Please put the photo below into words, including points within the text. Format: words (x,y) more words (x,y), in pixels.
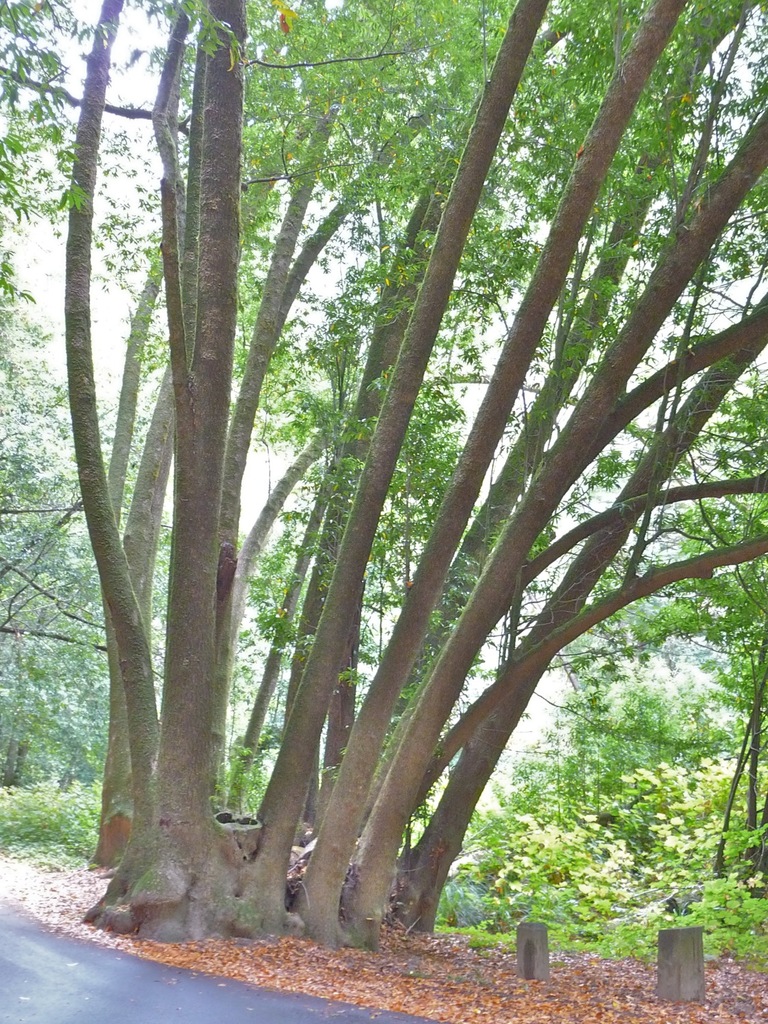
At the bottom of the image (110,976) there is a road (99,998). In the center (257,681) we can see trees (402,545).
